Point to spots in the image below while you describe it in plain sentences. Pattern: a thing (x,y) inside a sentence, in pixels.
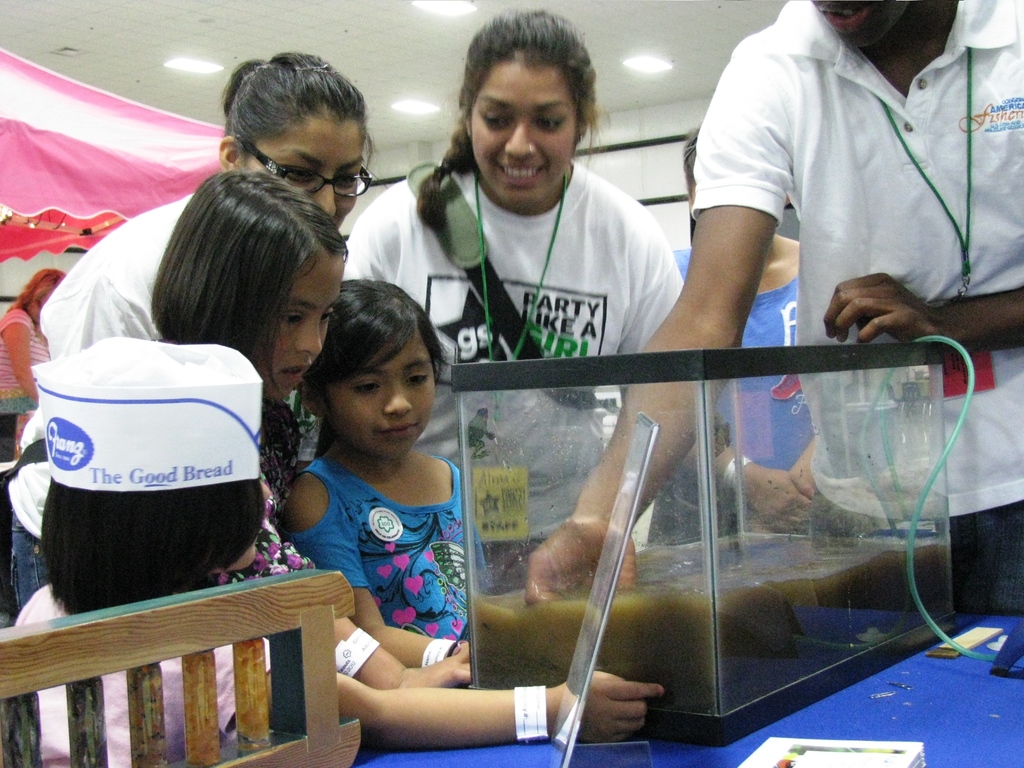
In this image we can see a group of people (469,343) standing. In that a man (622,456) is kept his hand (567,571) in the water (903,589) inside a glass container (574,508) which is placed on the table (856,708). On the backside (385,34) we can see a chair (146,641), a woman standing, a tent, a wall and a roof (370,63) with some ceiling lights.
